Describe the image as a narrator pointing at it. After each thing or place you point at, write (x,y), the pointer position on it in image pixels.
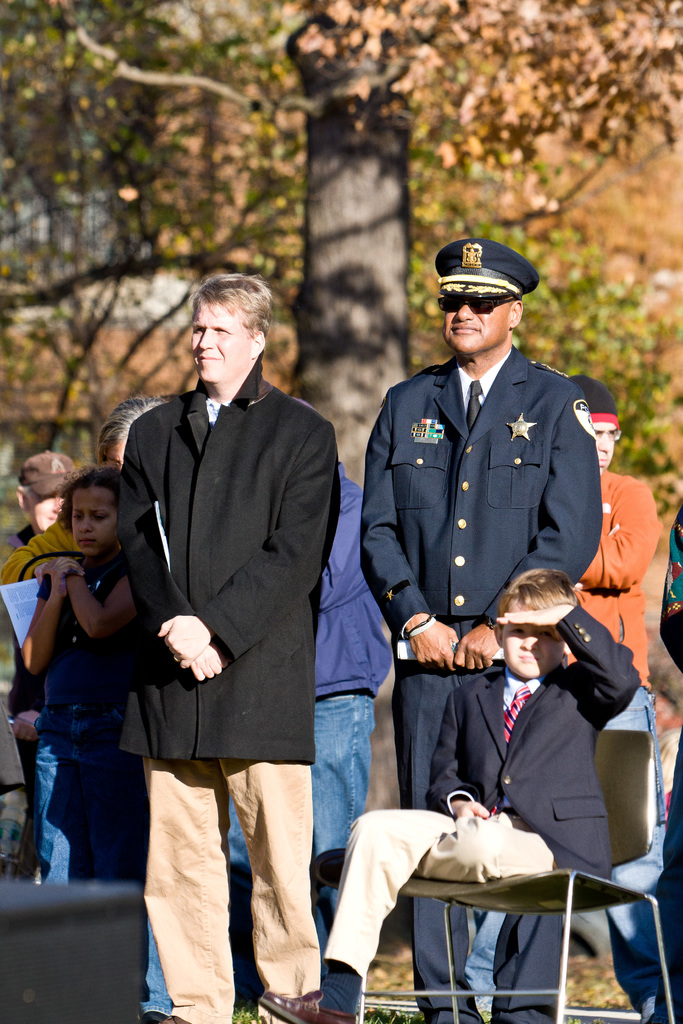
In this picture there are people (270,603) standing and there is a boy (459,832) sitting on a chair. In the background of the image (383,198) we can see trees (391,300).
